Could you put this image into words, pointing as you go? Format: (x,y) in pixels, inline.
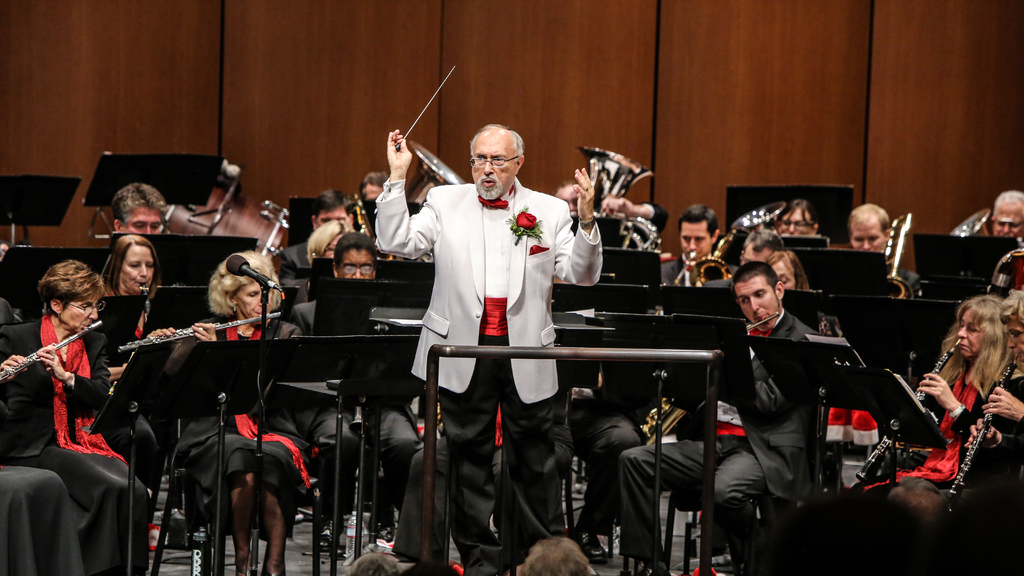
In the picture I can see an old man (460,359) wearing white color blazer (542,295) is standing here on the floor (577,525) by holding a stick (418,120) in his hand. In the background (804,457), we can see a few more people (12,424) wearing black color dresses (290,424) are playing musical instruments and sitting on the chairs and we can see the wooden wall (503,71).
